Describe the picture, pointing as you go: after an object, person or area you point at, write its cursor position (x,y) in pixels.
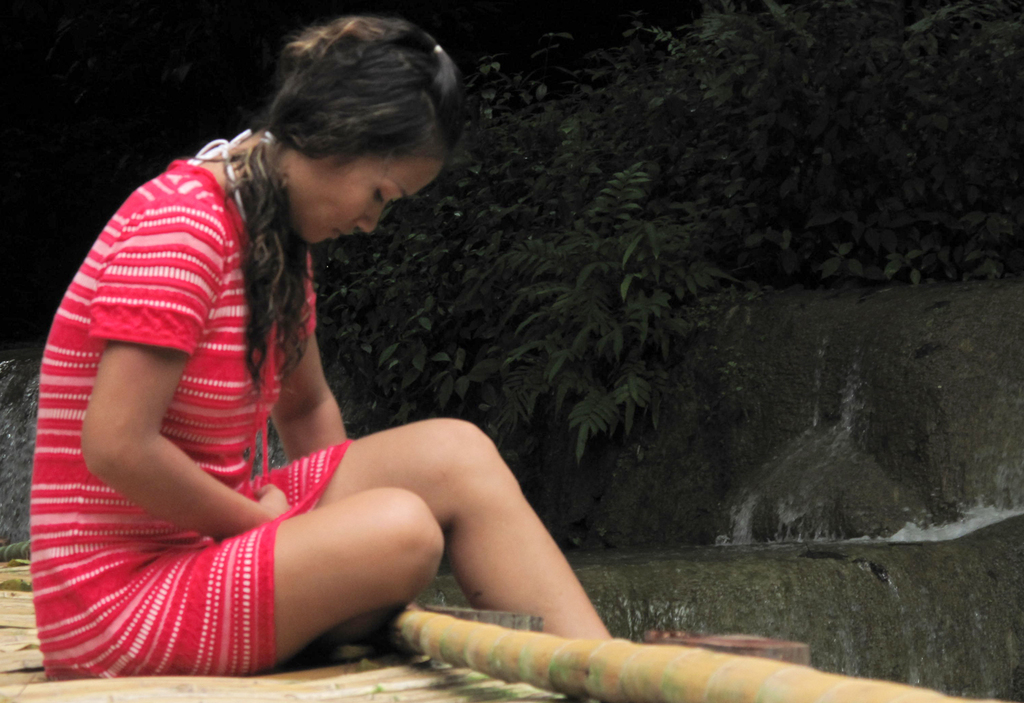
In this picture I can see a woman (192,166), who is wearing pink and red color dress (217,433) and I see that, she is sitting. In the background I can see the leaves (680,169) and on the right side of this picture (838,428) I can see the water (1006,504).
